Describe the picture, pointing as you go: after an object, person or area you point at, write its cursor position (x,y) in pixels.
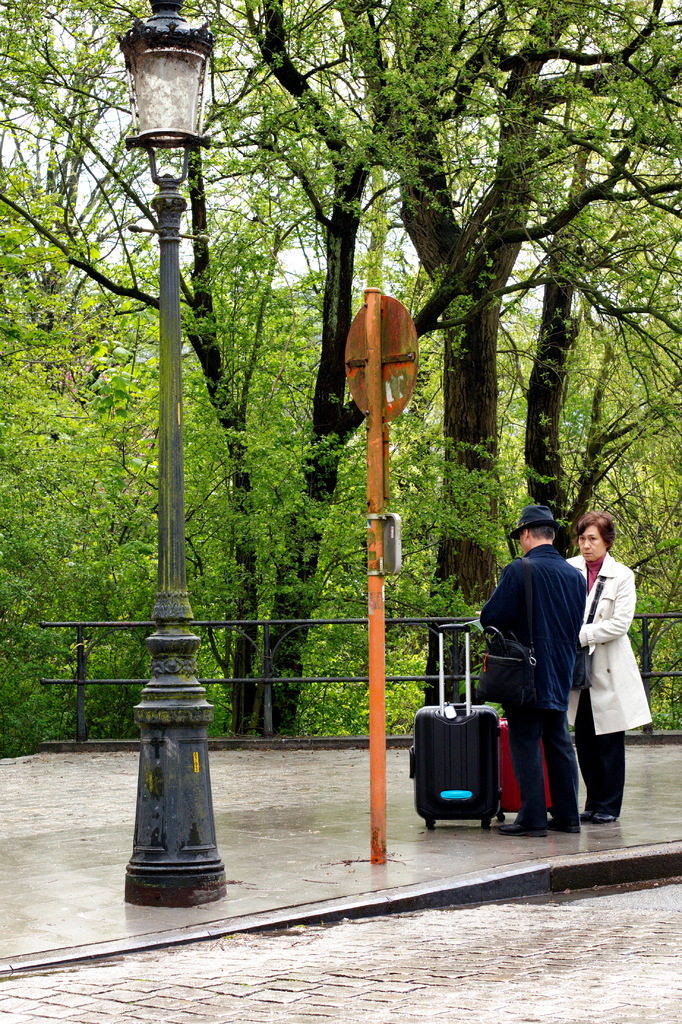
In this image we can see a man (566,693) and a woman (575,697) standing on the footpath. We can also see two suitcases (486,774), sign board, street light (174,458) and a fence (307,680). On the backside (232,694) we can see some trees (425,479) and the sky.
